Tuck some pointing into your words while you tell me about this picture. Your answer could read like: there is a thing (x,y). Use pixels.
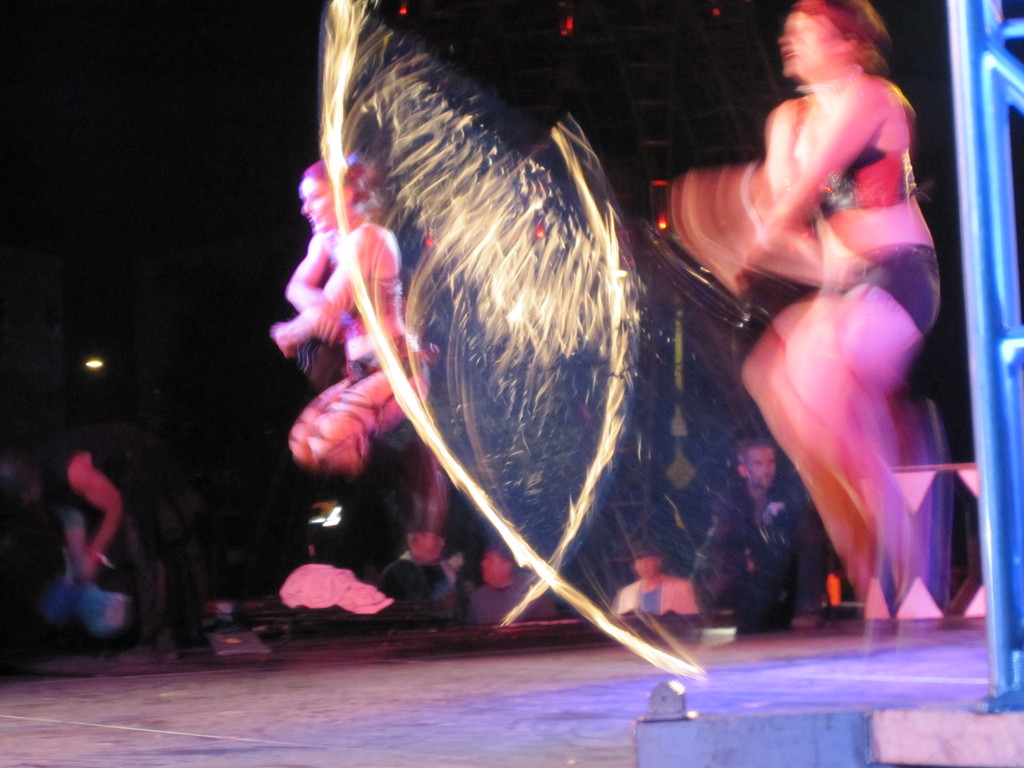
In this image there are two women (810,253) performing a dance on a stage (388,676) and audience (433,574) are seeing their performance.
